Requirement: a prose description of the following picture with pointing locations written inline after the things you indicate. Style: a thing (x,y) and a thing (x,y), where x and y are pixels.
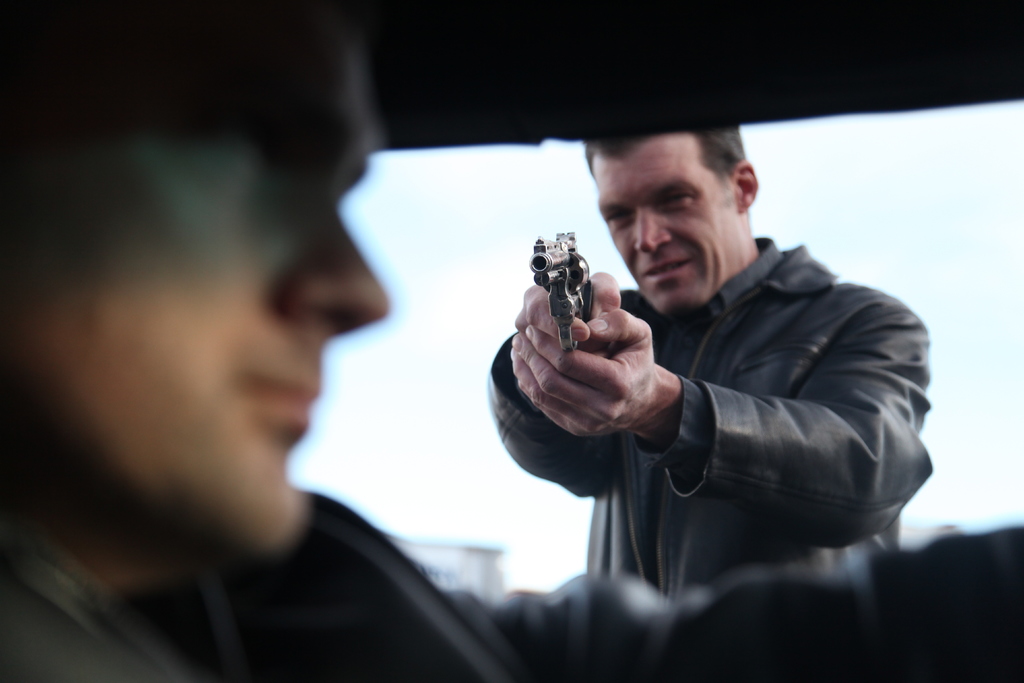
In this image we can see a person (733,247) holding a gun (575,271) and pointing at another person (579,671).
